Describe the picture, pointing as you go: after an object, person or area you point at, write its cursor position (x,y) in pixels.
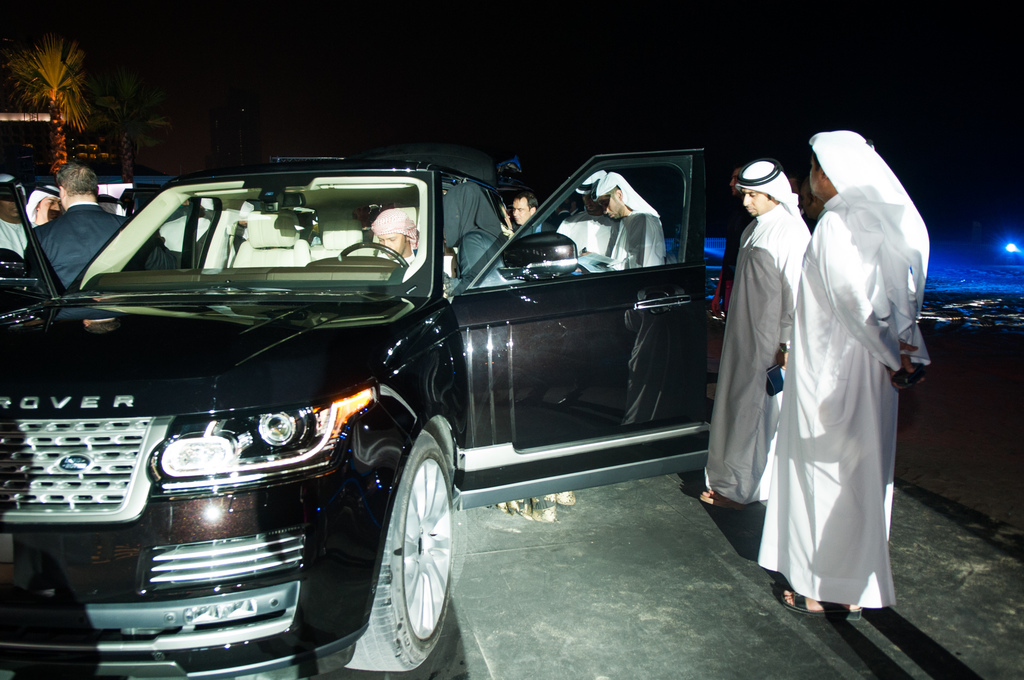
In this picture there is a black color car (436,233) and in the car (420,234) there is a person (405,247) and around the car (306,607) there are some people (868,274) in the white color dress (813,311).
